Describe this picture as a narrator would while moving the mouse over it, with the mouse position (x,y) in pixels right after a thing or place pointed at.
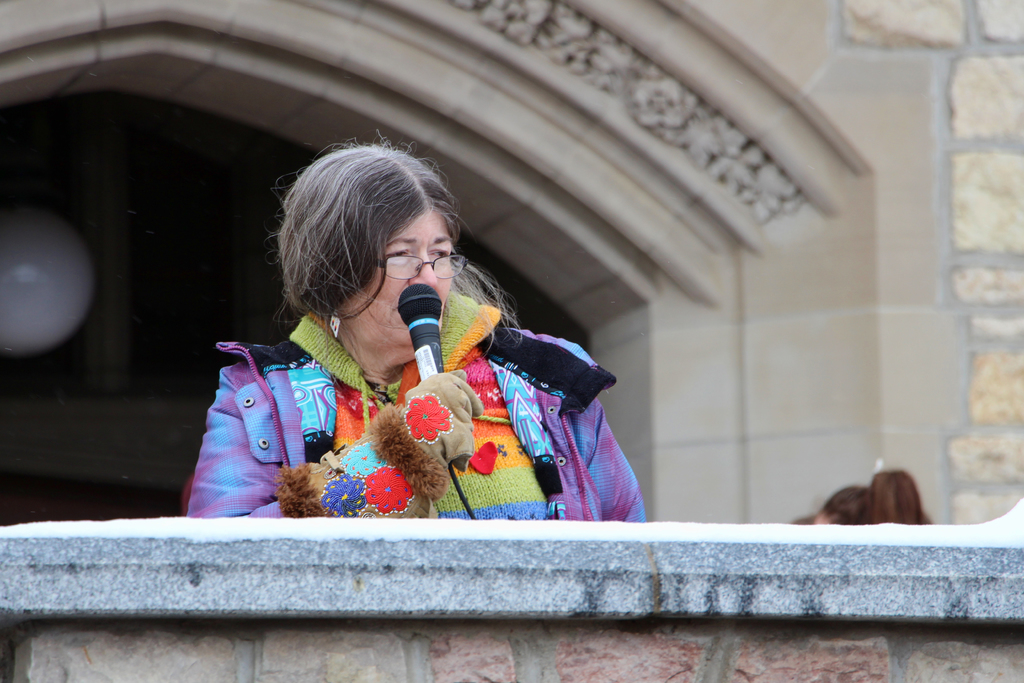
In this picture we can see a woman (321,438) with spectacles (405,269) and she is holding a microphone (409,306) with a cable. In front of the woman (391,428), there is a wall (408,587). Behind the woman (302,403), there is a building (505,149), a round shape object (57,276) and a dark background (9,237).
